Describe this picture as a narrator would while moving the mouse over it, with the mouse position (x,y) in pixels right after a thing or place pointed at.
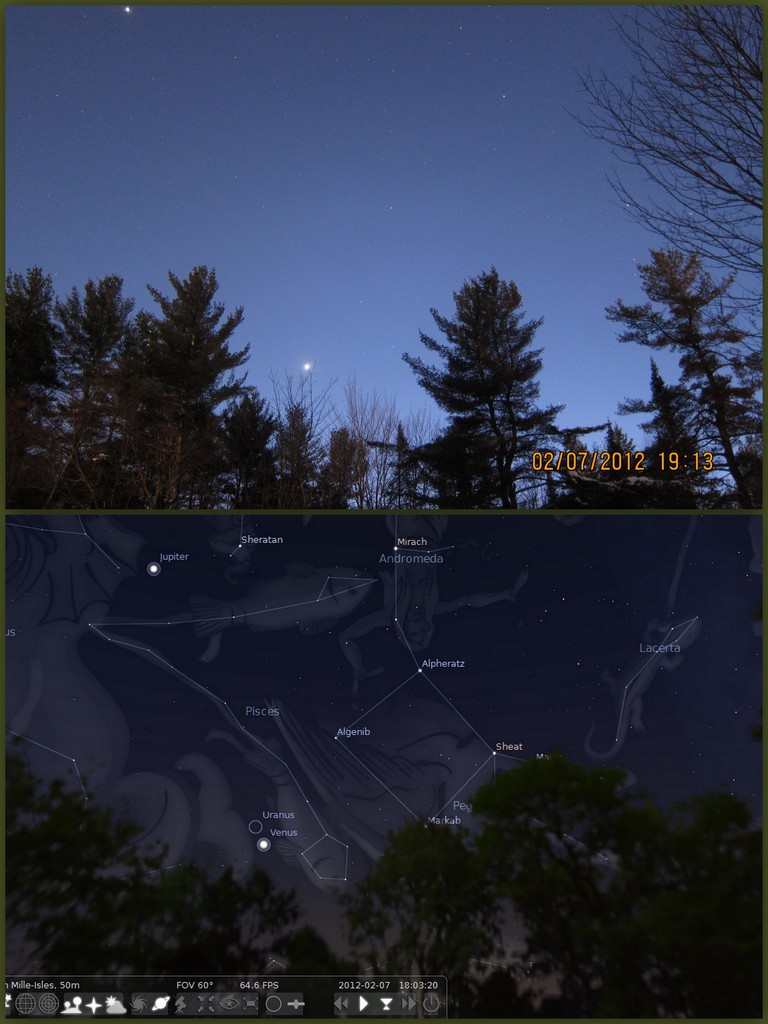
In this image there is a collage, there are trees (568,439), there is a tree (716,152) truncated towards the right of the image (709,162), there is the sky (262,146), there are stars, there is a graphical image (295,707).
